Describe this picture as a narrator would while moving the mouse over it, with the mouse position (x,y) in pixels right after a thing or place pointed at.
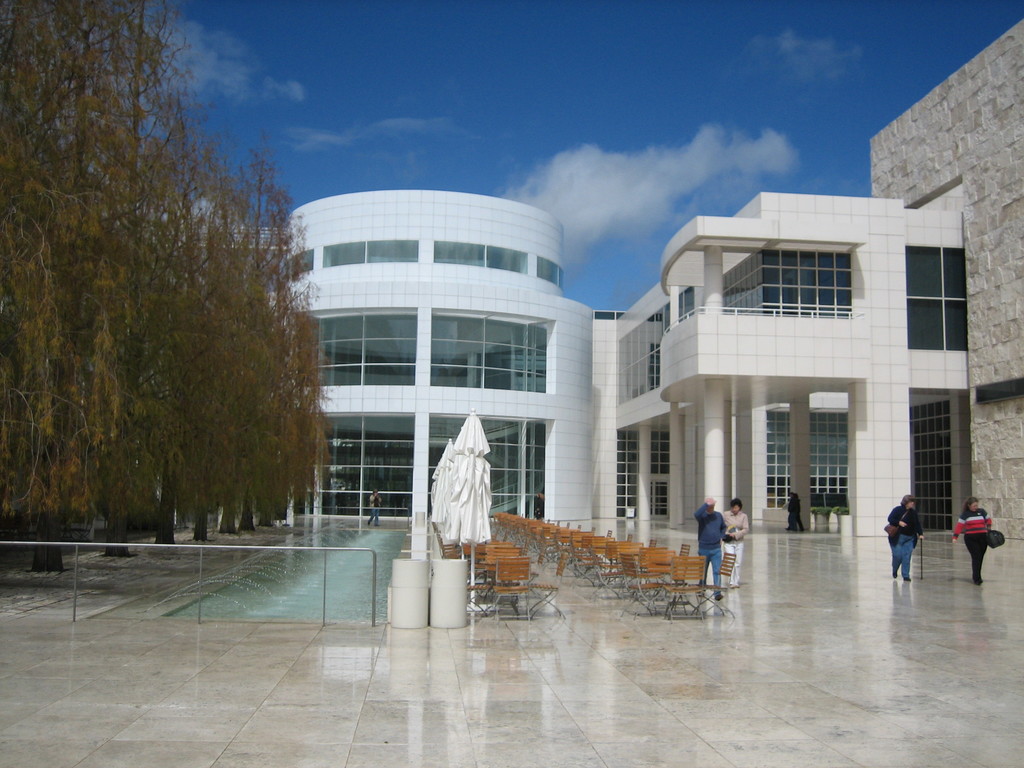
This is the picture of a building (656,448). On the right side of the image (904,547) there are group of people (743,525) walking and there are tables (578,555) and chairs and umbrellas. At the back (398,433) there is a building (541,400). On the left side of the image (224,329) there are trees (79,268). At the top (337,126) there is sky (357,56). At the bottom (267,595) there is a fountain (334,578).
